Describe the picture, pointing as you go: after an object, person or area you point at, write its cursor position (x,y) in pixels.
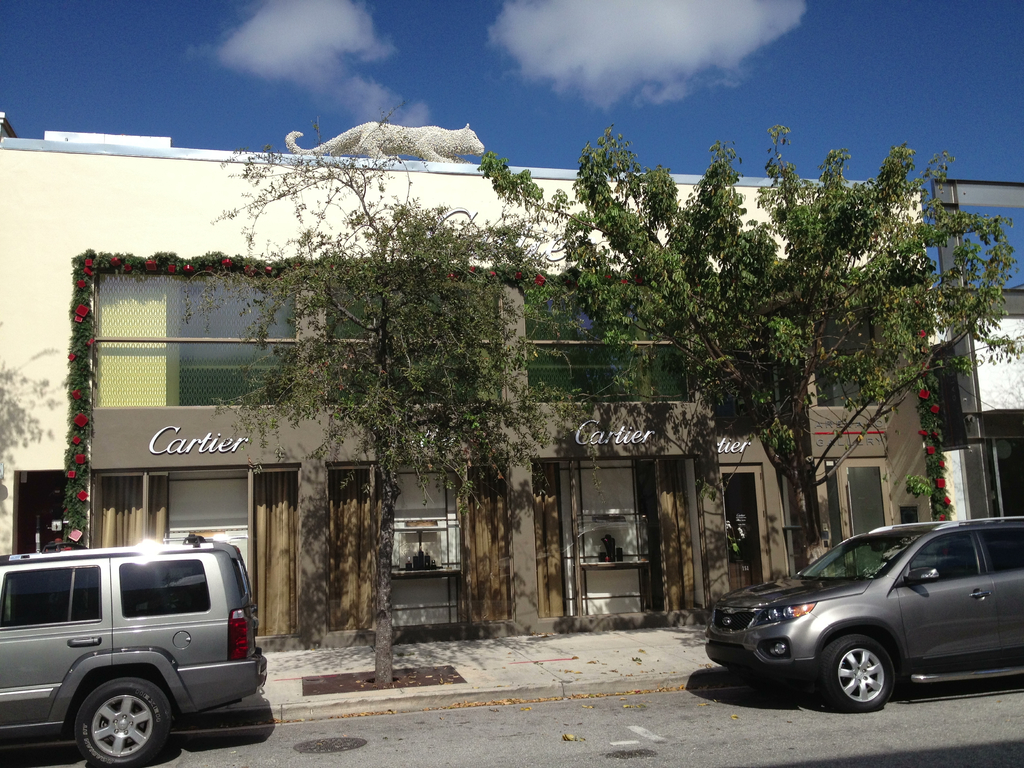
In this image we can see houses (629,499), windows (609,499), plants (516,271), trees (452,287), flowers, there are vehicles (797,644) on the road (553,715), there is a sculpture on the house (286,420), there are text (445,428) on the house (215,464), also we can see the sky (538,111).
